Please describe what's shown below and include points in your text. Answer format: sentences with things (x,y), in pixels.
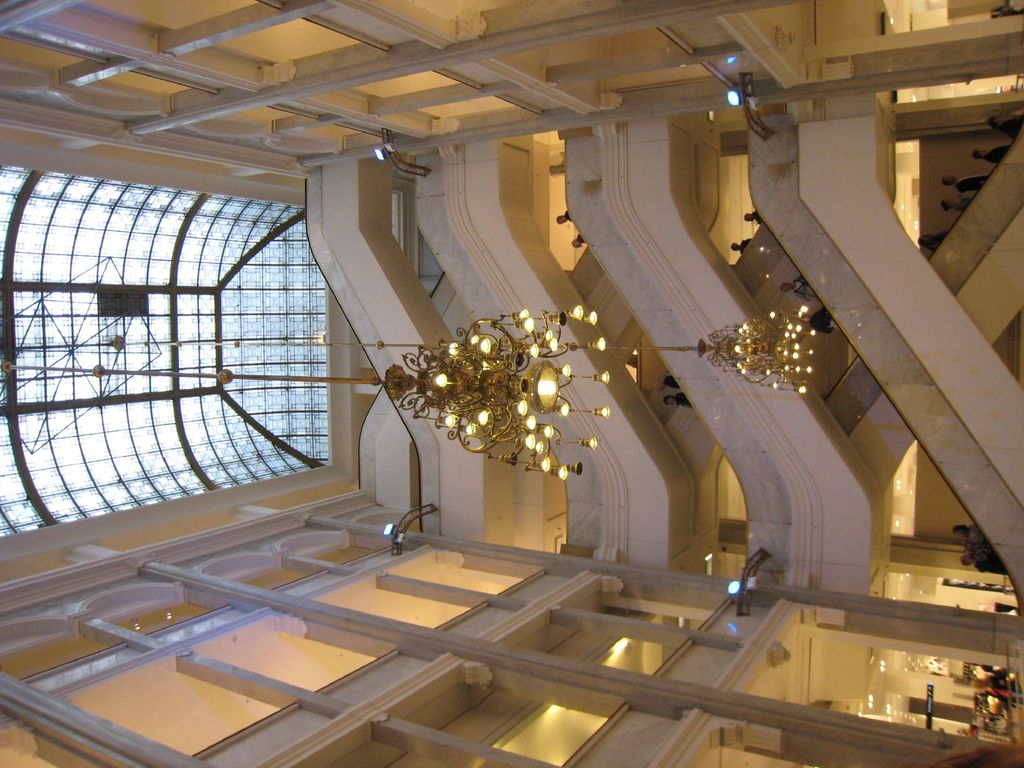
In this picture we can see inside view of the building (447,475). In the front (835,276) we can some steps (600,400) and hanging chandeliers (469,398). On the top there is a glass roof (95,240).
